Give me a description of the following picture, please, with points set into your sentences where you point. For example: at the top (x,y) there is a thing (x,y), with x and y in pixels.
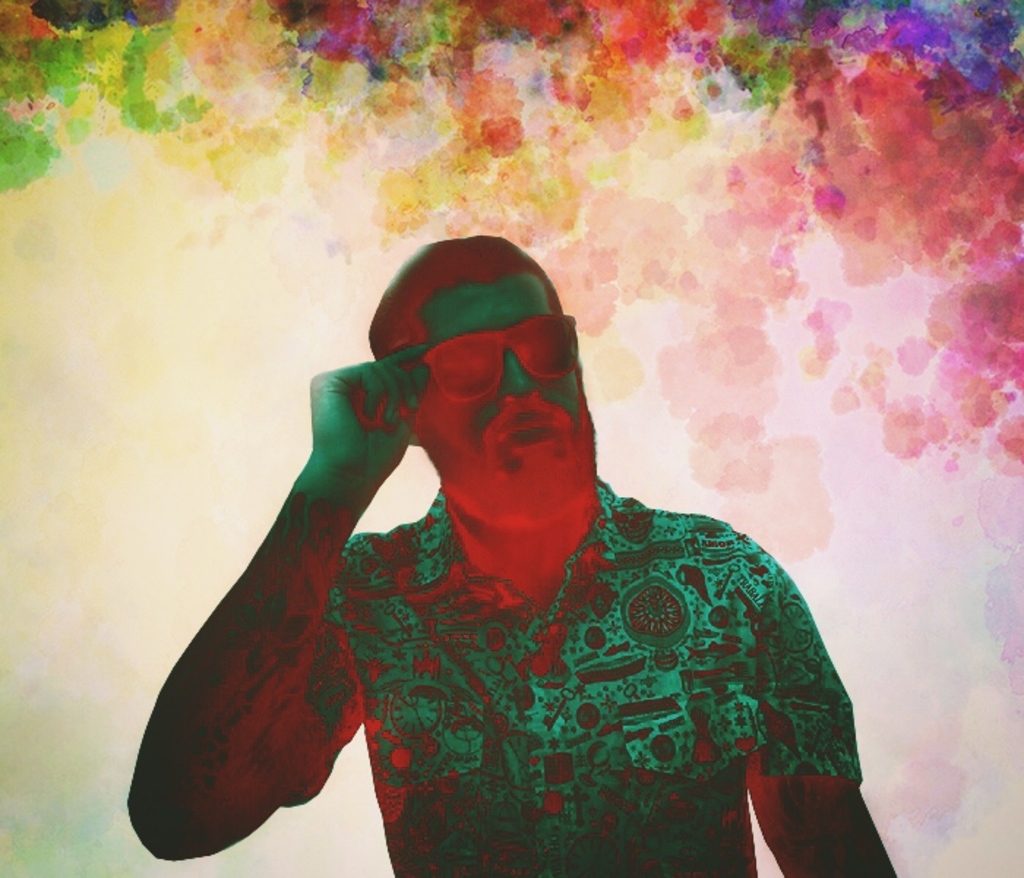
This image is a edited one as we can see there is one person (431,589) standing in middle of this image (407,544) and there is a background (436,98) with some different colors.
